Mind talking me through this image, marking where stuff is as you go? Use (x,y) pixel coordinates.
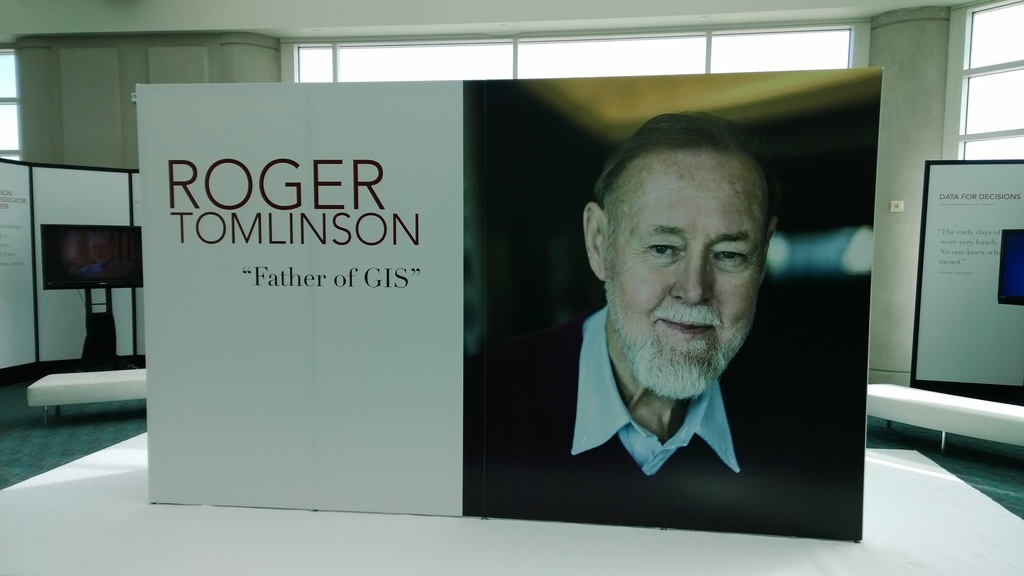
In this picture we can see banners (671,374), television (123,257), windows (991,48) and in a banner (803,222) we can see a man (707,457) smiling.
